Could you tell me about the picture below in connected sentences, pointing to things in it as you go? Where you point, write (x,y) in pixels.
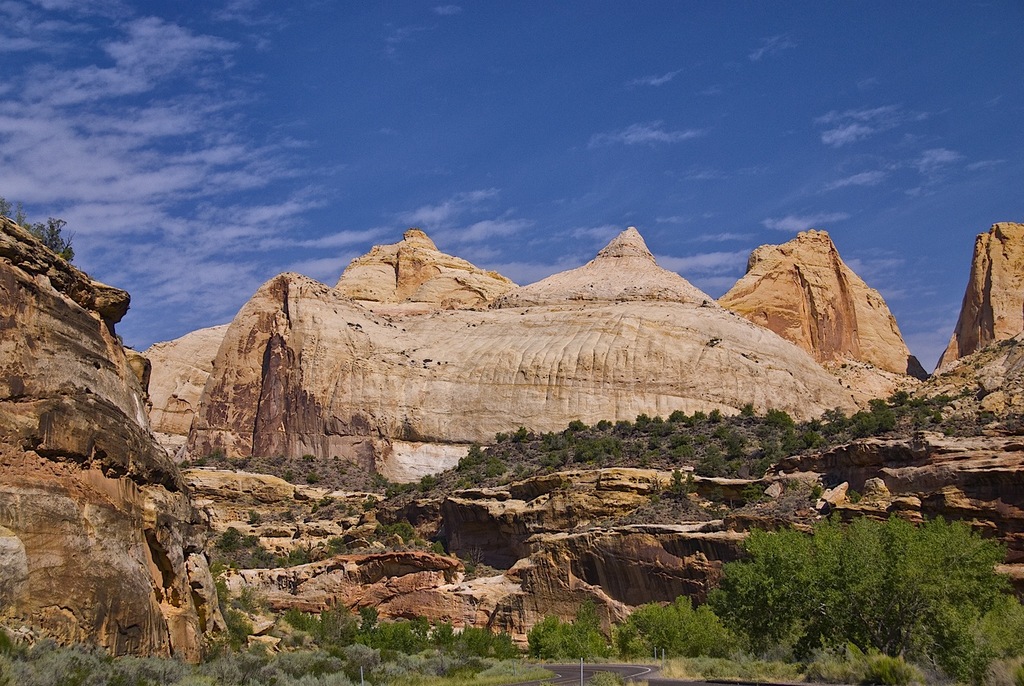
In this picture, there are hills (412,264) in the center (559,386). At the bottom (697,630), there are trees (558,627) and a road (618,669). On the top (451,92), there is a sky (608,110) with clouds (865,121).
